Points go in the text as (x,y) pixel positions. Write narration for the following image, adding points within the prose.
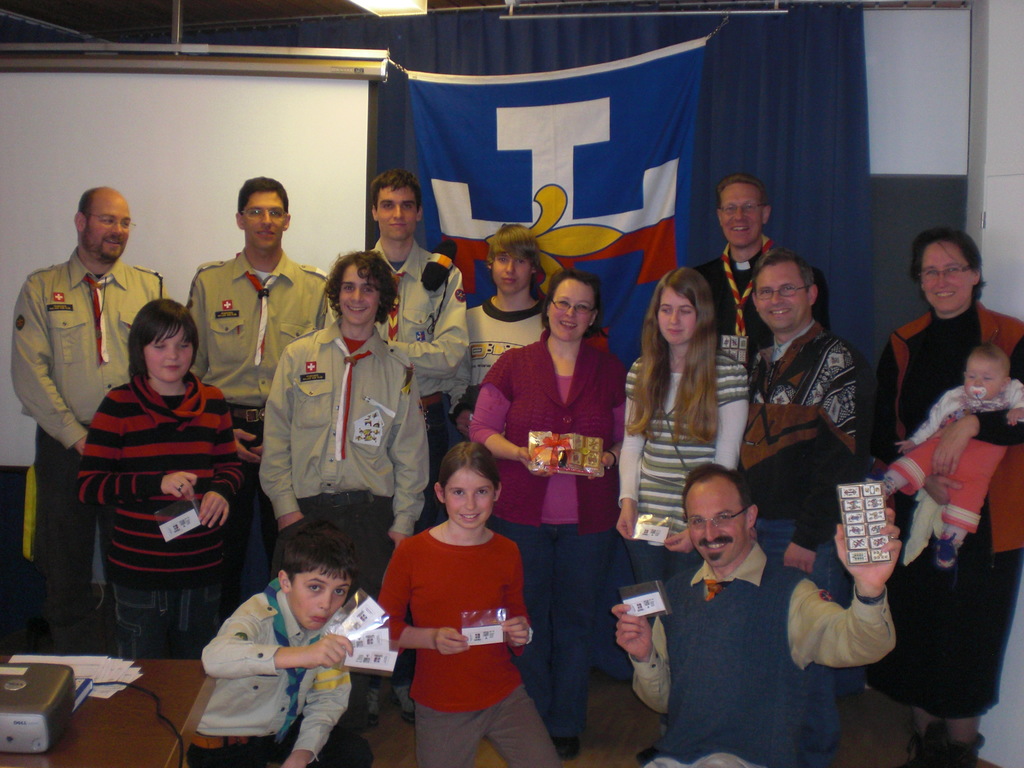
In this image there are group of persons (425,374) standing and sitting and smiling. On the left side (78,739) there is a table (94,737), on the table (89,726) there is an object (36,713) which is grey in colour and there are papers (92,695). In the background (319,154) there is a board (217,128) and there is a cloth (594,134) hanging and there is a curtain (815,96).
